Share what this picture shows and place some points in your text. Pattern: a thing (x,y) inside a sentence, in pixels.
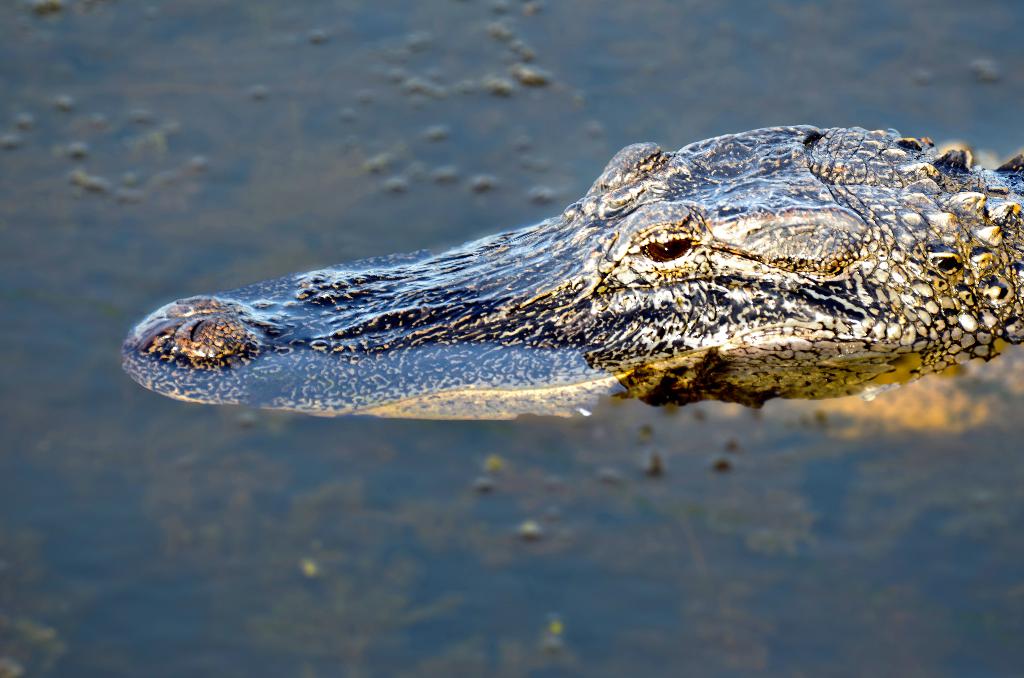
As we can see in the image there is water (45,162) and crocodile (623,298).
